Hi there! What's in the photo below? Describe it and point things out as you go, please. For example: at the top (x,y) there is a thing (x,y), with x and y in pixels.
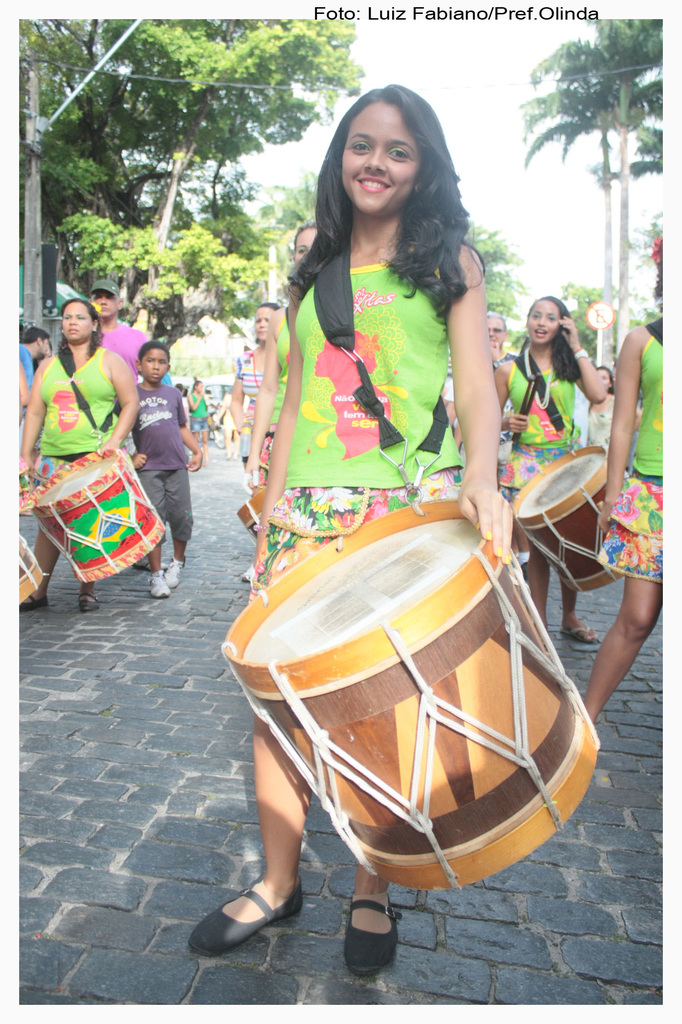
In this picture we can see girl (361,339) holding drum (413,628) with her hands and smiling and in the background (191,153) we can see trees (604,289), sky (573,191), sign board (591,325) and a group of people (143,336) such as man (115,326) wore cap (112,289), boy (174,390) and here all are standing on the road (139,744).
